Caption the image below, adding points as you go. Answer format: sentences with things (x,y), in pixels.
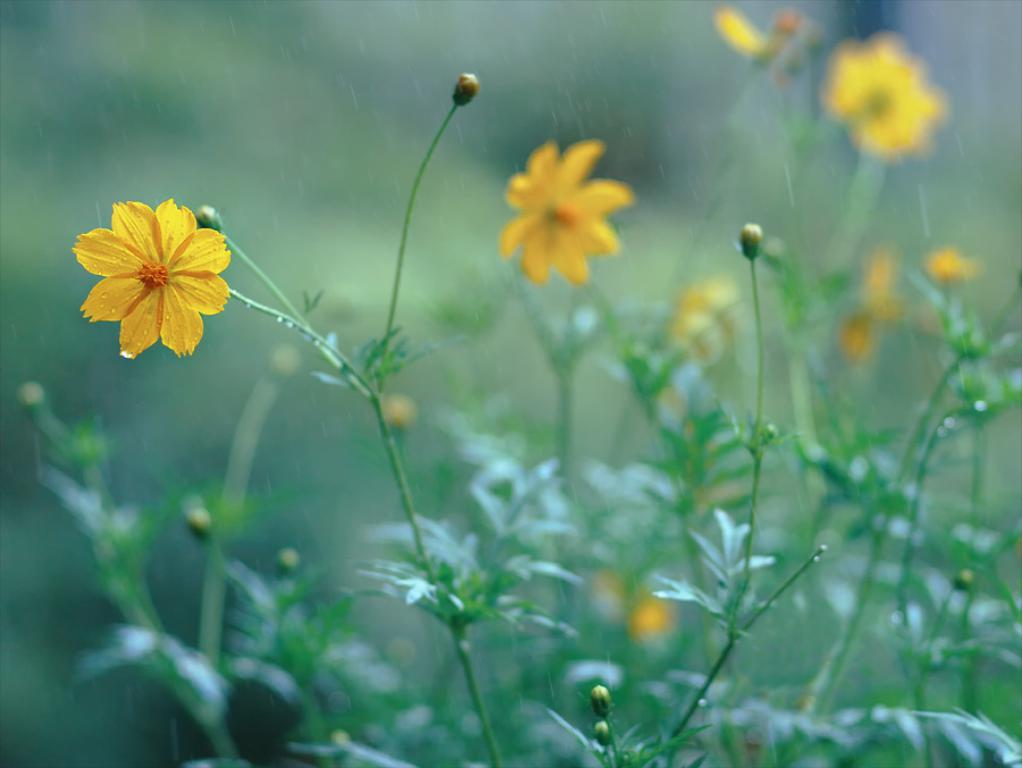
In this image I can see few yellow colour flowers (890,86) and green colour leaves (688,426). I can also see this image is little bit blurry in the background (826,215).
